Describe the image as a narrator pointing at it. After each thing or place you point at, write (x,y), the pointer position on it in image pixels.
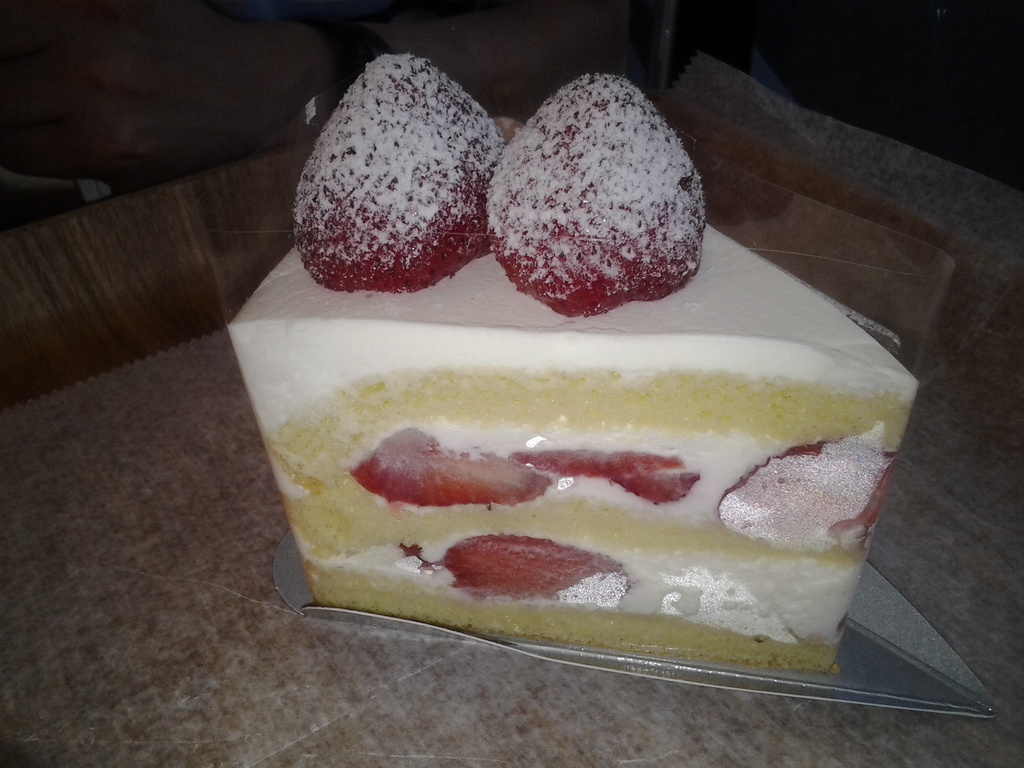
In this image there is a pastry (451,397) topped with two strawberries (505,233) and the pastry (326,542) is on the table (202,730).
